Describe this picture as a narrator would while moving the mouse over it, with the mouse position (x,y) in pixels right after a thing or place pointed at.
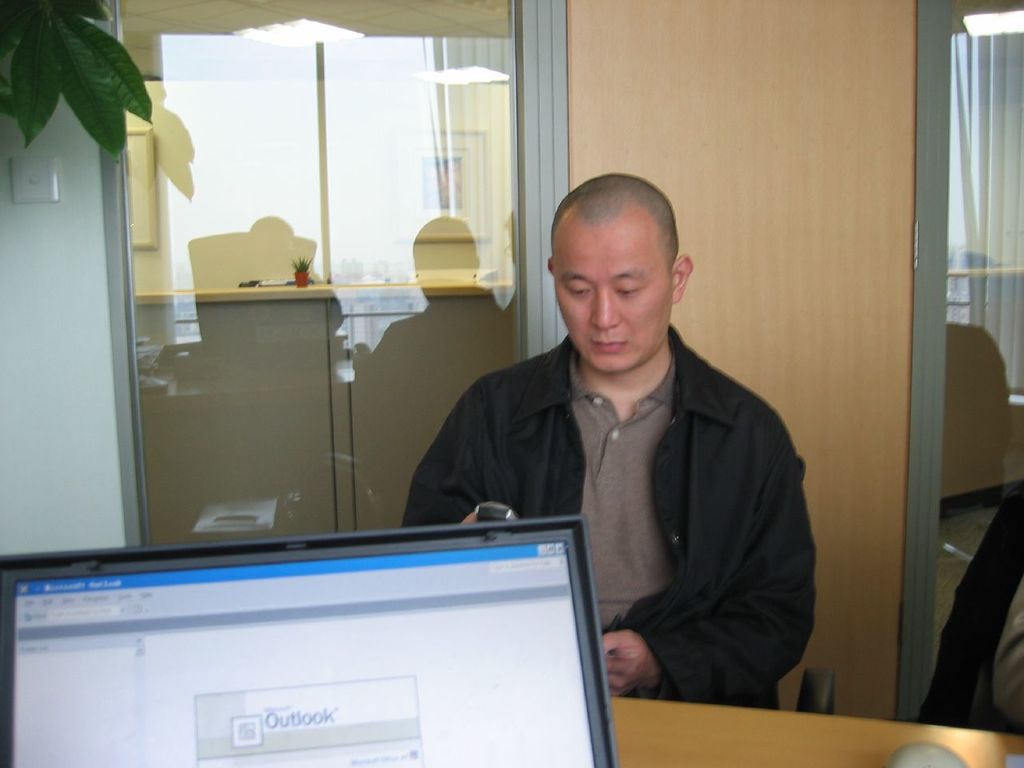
This picture was clicked in a room (424,212). A person (459,500) is sitting on chair (815,693) sitting besides a table (690,734). To the bottom left (160,665) there is a laptop (420,565) placed in that table (626,720). In the background (455,198) there is a wall (622,158), glass door (433,90) and some leaves (35,7).
